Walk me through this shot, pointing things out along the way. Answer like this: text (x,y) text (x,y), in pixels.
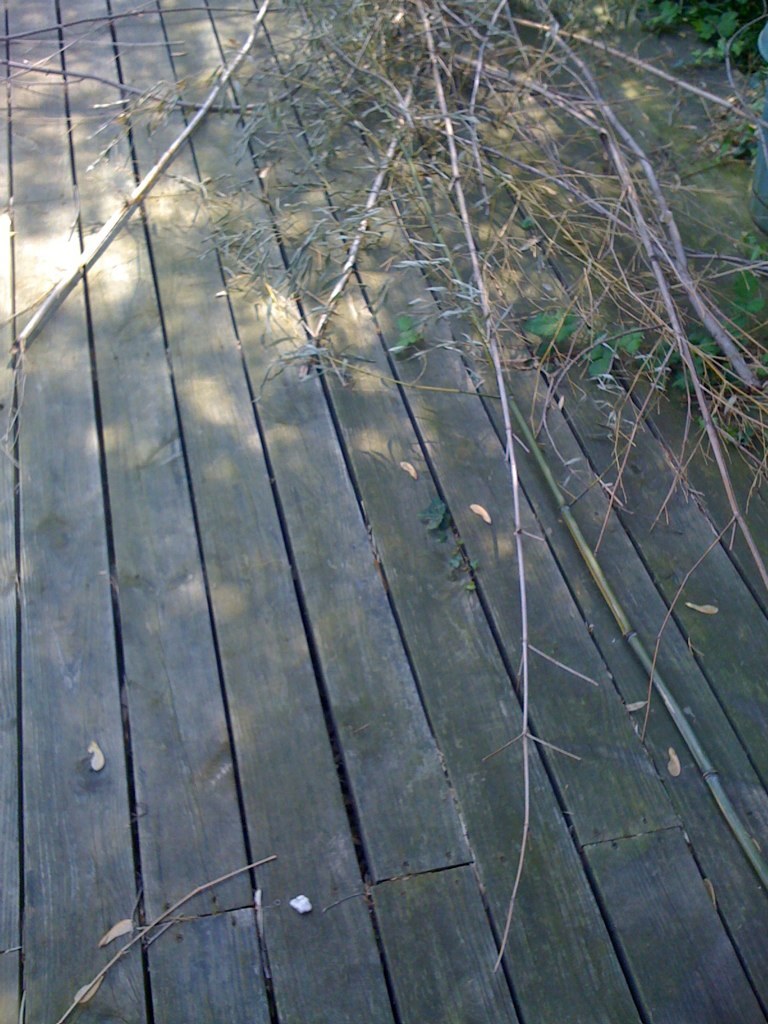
In the foreground of this picture (278,692) we can see the wooden planks (428,676). In the background (462,222) we can see the green leaves (727,19) and the dry stems (603,103).
